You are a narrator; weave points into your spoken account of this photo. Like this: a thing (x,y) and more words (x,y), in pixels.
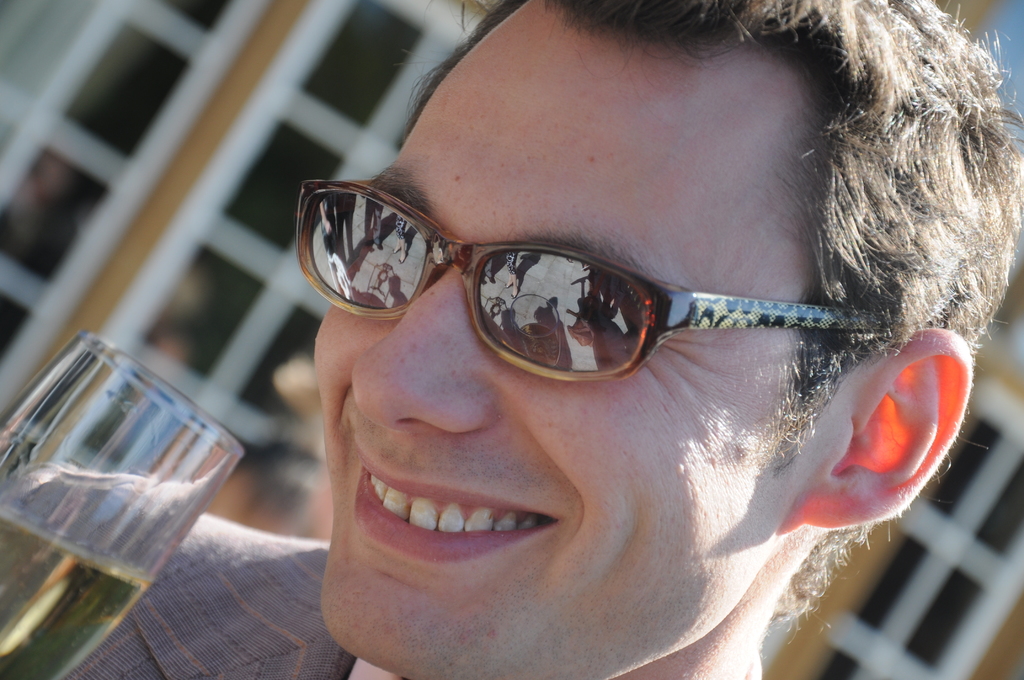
In this image we can see a man (481,383) and a beverage glass (107,434).
